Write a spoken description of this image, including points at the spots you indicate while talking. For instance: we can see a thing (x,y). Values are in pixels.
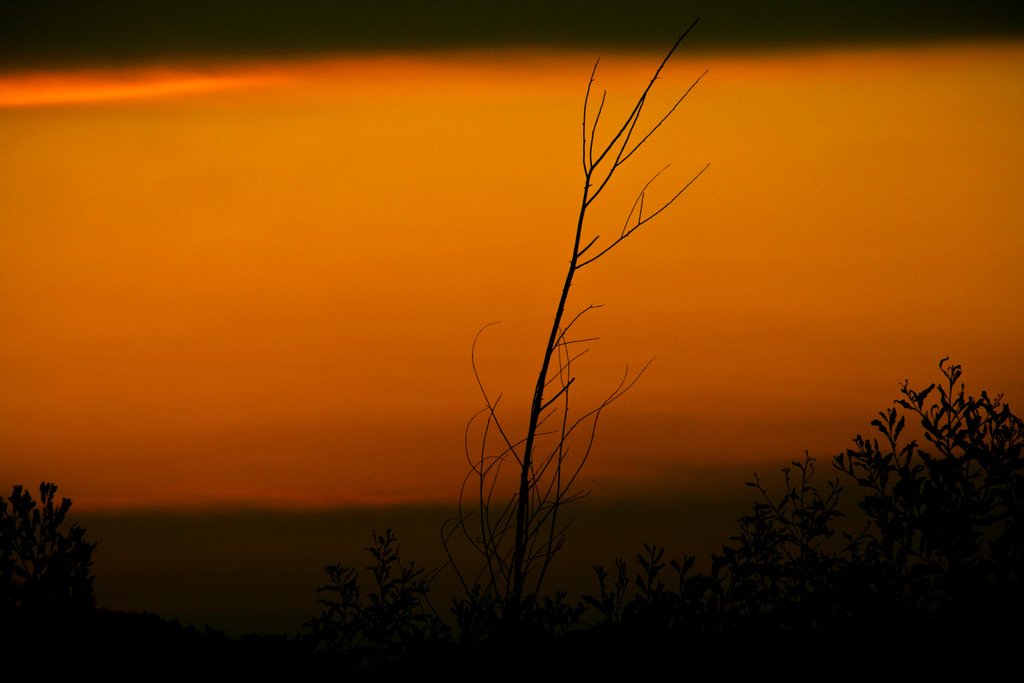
In this image there is the sky (564,266) towards the top of the image (445,175), the sky (431,244) is orange in color, there are plants (618,614) towards the bottom of the image (710,635).
